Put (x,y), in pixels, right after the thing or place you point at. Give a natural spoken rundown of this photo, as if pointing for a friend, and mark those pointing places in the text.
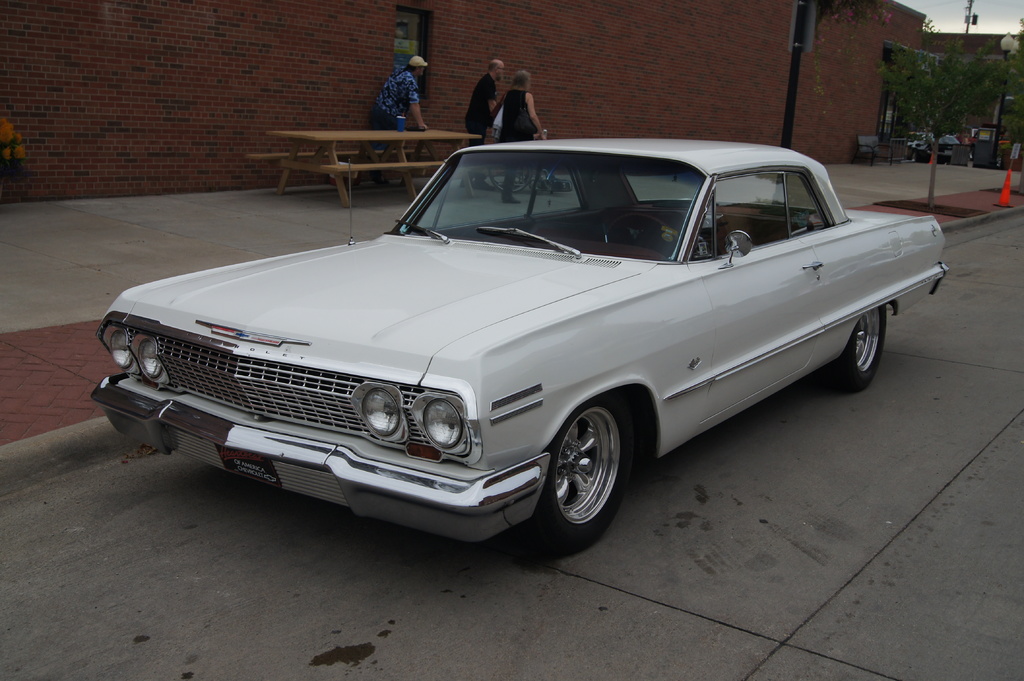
In the image there is a car (467,242) on the ground (480,649) and behind the car (518,182) there are three people (388,98), a bench (352,168) and behind the people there is a brick wall (616,104), in the background (920,57) there are trees (979,110).
